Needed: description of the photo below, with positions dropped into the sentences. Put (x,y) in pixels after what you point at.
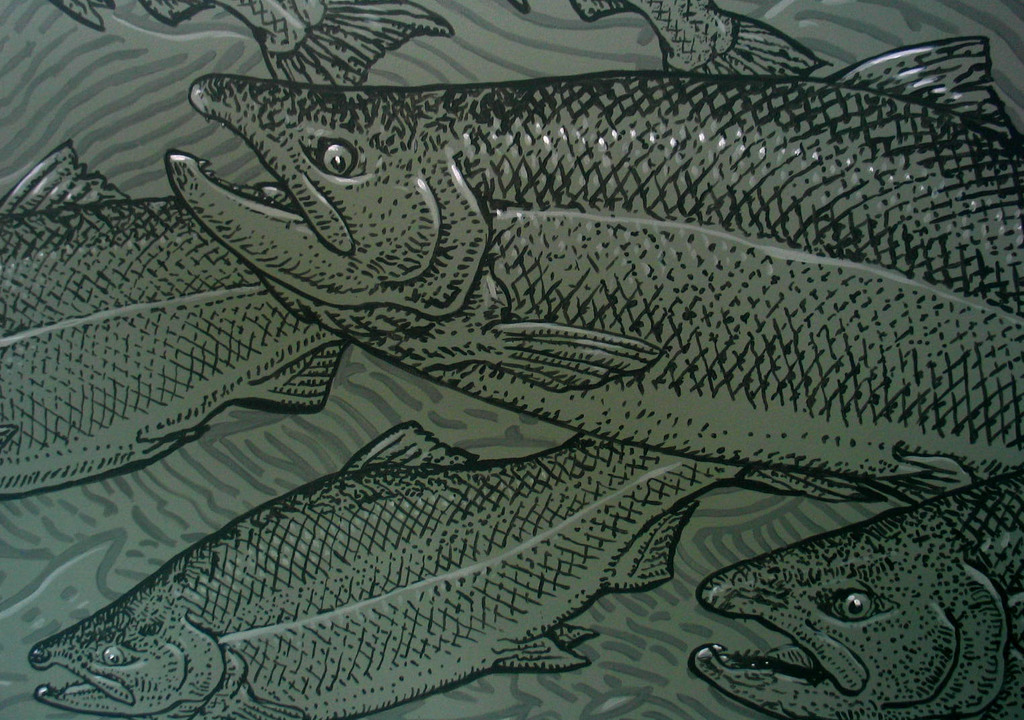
In this picture we can see some fishes art (557,458) on the green color board (137,530).
